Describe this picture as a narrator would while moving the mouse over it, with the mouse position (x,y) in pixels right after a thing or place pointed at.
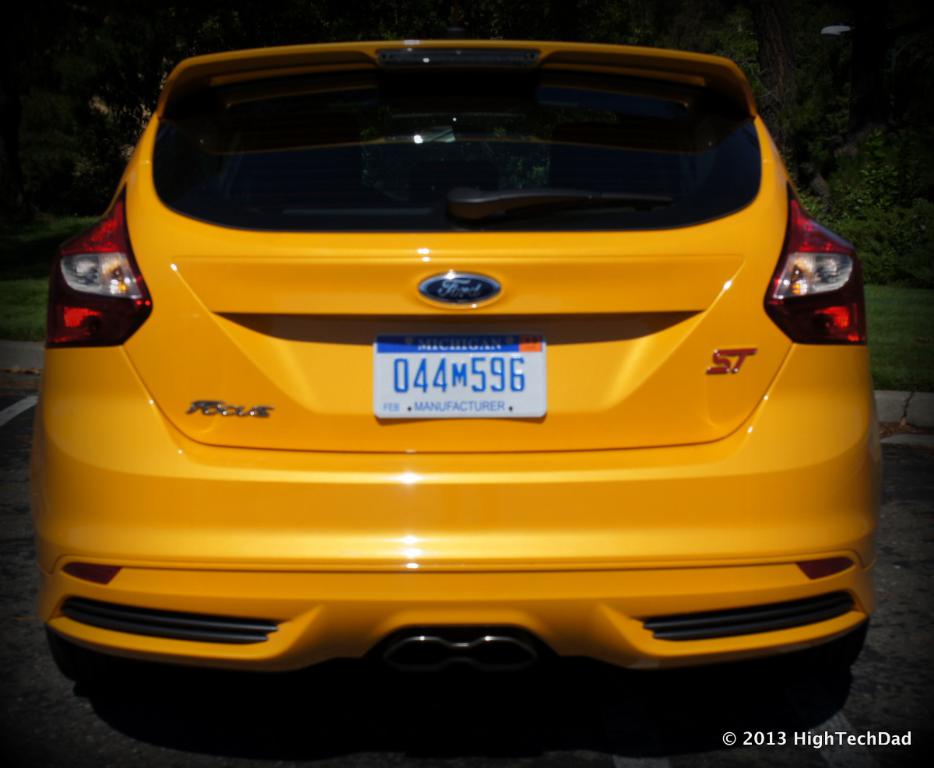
In this image in front (101,428) there is a car (502,522) parked on the road (97,710). In front of the car (811,291) there's grass (905,340) on the surface (904,338). In the background of the image (847,61) there are trees (621,36) and there is some text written on the right side of the image (905,730).
